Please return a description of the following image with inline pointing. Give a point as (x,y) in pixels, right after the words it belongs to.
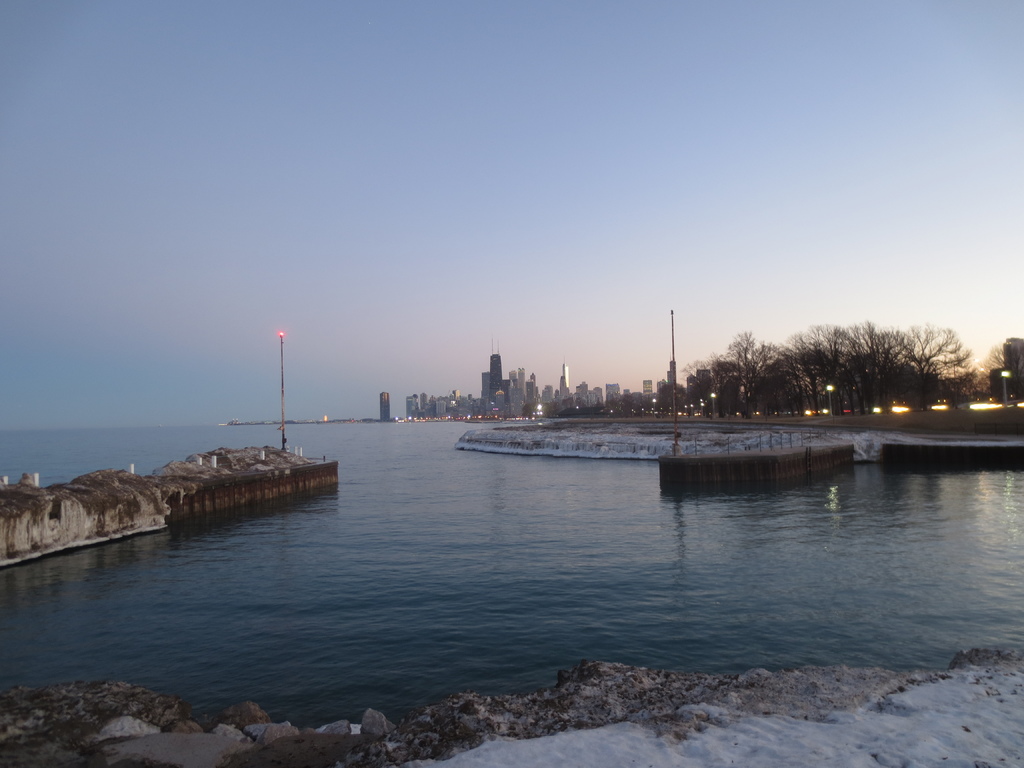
In the image there is a sea (362,430) and around the sea (303,534) there is a lot of snow (710,440) and rocks (661,730) and in the background (566,393) there are many buildings (590,390) and trees (834,369).
